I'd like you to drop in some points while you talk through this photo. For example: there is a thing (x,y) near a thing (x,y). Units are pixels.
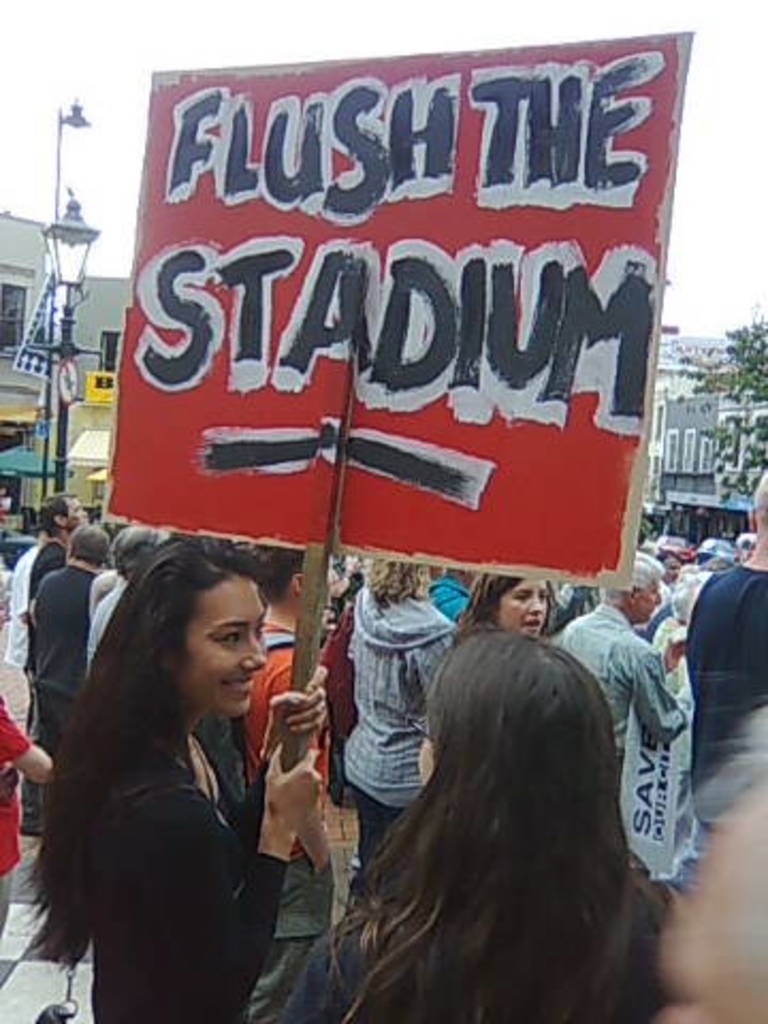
In this picture we can see a woman (203,785) holding a board (576,406) with her hands (302,697) and smiling. Here we can see people (410,574) protesting. In the background (706,88) we can see buildings (24,301), sky (62,17) and a tree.
